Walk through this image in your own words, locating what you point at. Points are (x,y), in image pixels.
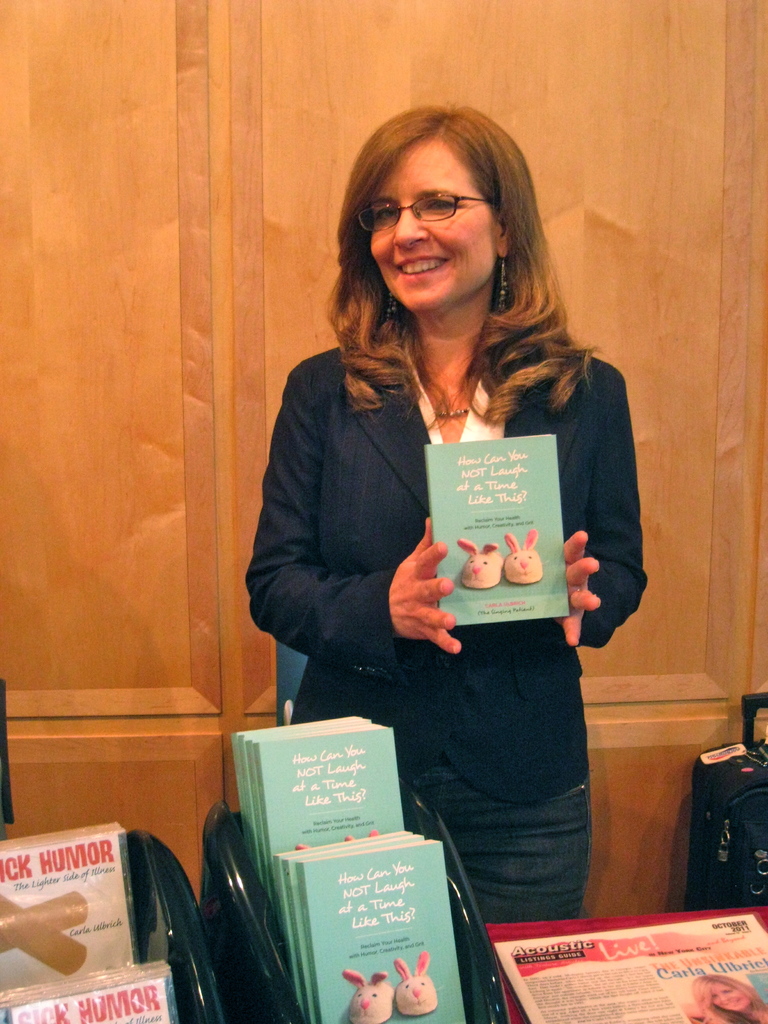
In the foreground (582,724) I can see a woman (645,571) is standing on the floor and is holding a book (465,571) in hand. In the background (649,659) I can see a cupboard (242,75). At the bottom (324,965) I can see books (359,959) on the table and chairs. This image is taken may be in a room (353,753).
